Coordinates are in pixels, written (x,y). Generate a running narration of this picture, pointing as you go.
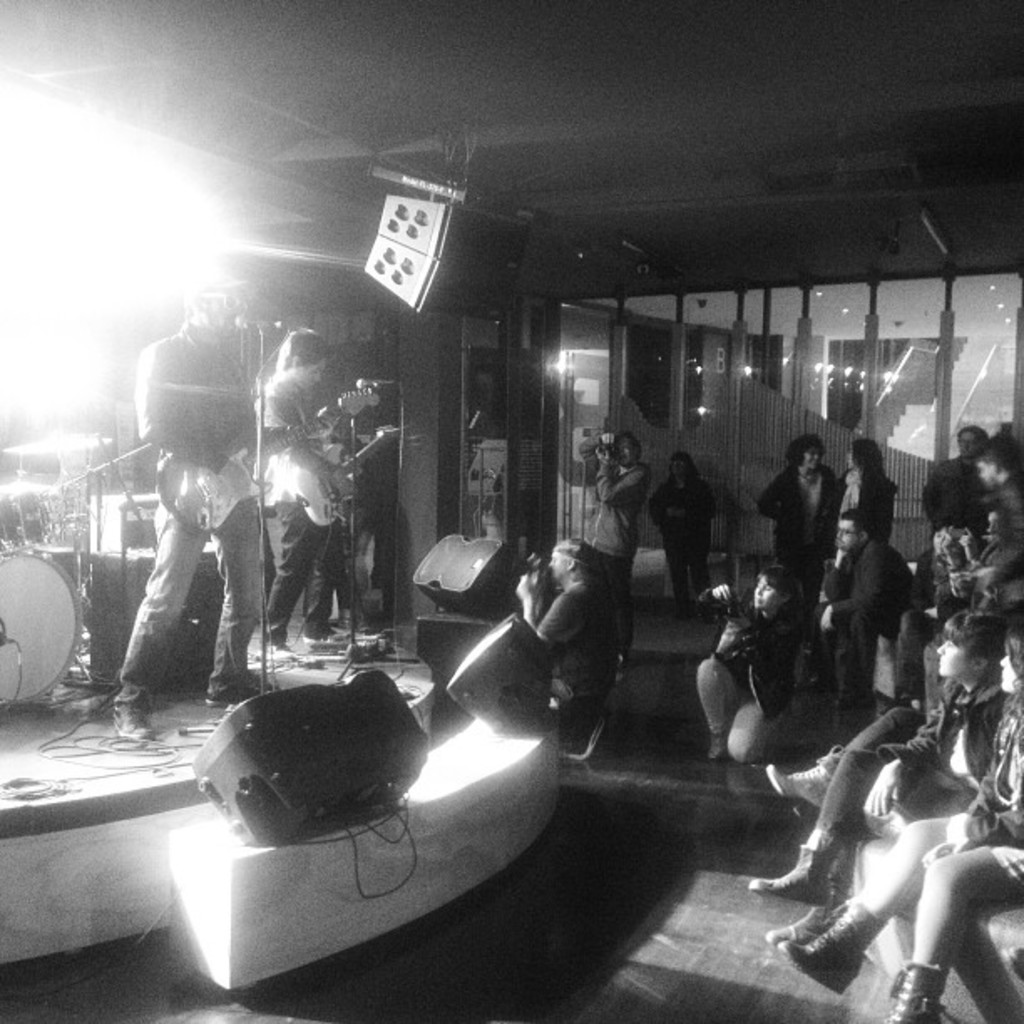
There are people (307,539) those who are standing on the left side of the image (287,531) on the stage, by holding guitars (237,485) in their hands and there is a drum set (16,497) behind them, there are mics (261,530) and speakers (484,552) in front of them, there are people (793,520) some are sitting and standing on the right side (783,660), there are stairs (929,364), lamps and glass doors (841,365) in the background area (710,322), it seems to be a screen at the top side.
